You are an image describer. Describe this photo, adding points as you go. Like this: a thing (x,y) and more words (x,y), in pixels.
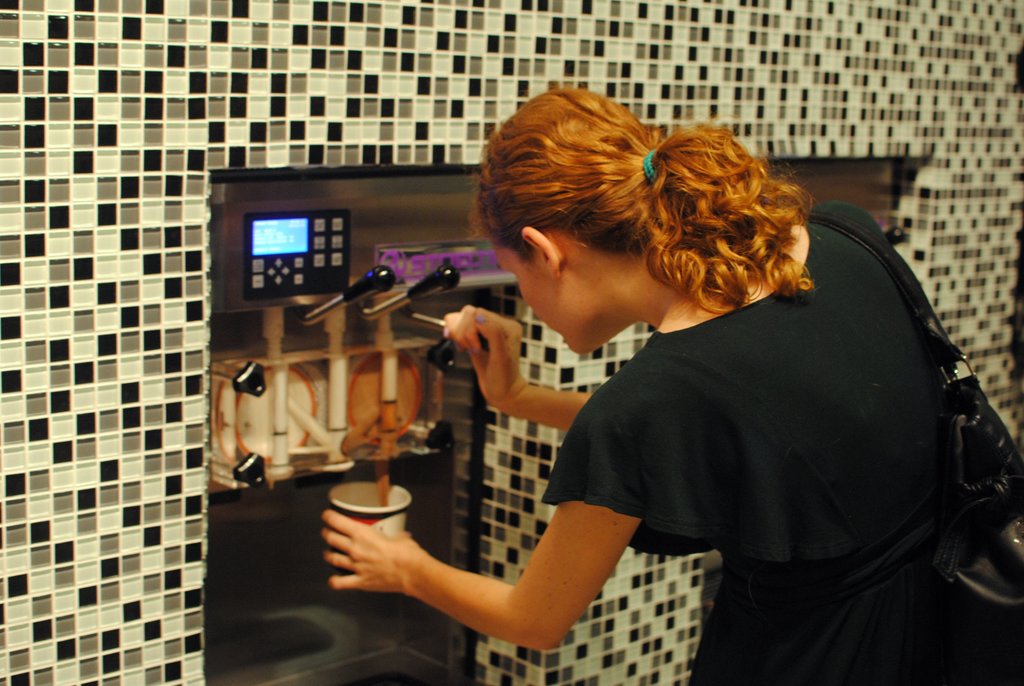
In this image I see the wall (148,109) which is of white and black in color and I see an equipment (335,365) over here and I see the screen (275,231) over here and I see brown color liquid (380,486) and I see a woman (869,595) over here who is wearing black dress (768,333) and I see that she is holding this silver color rod (419,316) over here and a cup (389,487) in other hand (344,523).
